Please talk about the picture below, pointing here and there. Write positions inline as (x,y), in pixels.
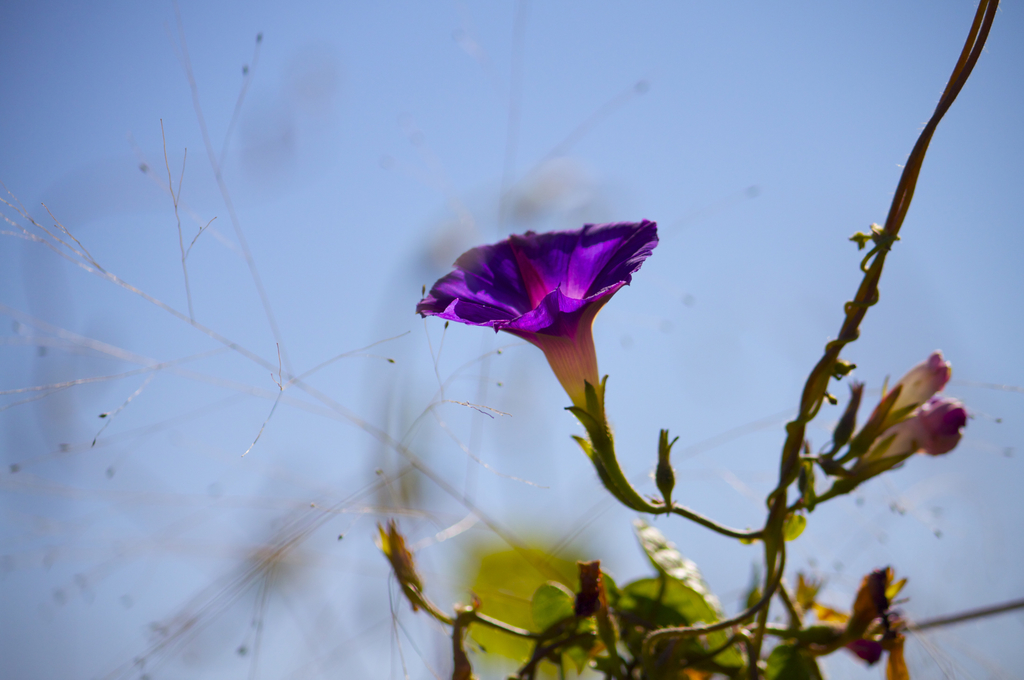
In the picture we can see a plant (627,664) with a flower buds (954,415) and flower (517,333) which is violet in color and behind the plant (474,314) we can see a sky (256,535).
